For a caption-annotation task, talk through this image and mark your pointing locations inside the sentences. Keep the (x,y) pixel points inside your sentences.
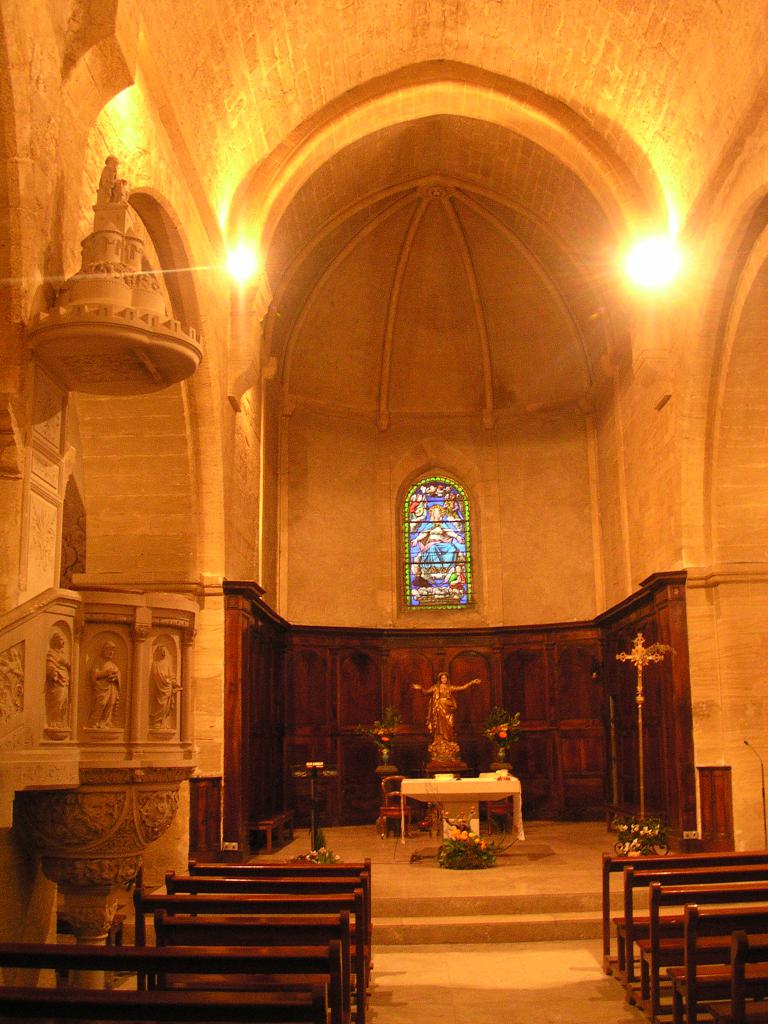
In this image we can see inside of a church (449,809). There is an idol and few objects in the church (465,252). There are few sculptures (112,690) on the walls (112,690) of the church (133,705). There are many benches (658,954) at the bottom of the image (705,975). There are few lights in the image.
